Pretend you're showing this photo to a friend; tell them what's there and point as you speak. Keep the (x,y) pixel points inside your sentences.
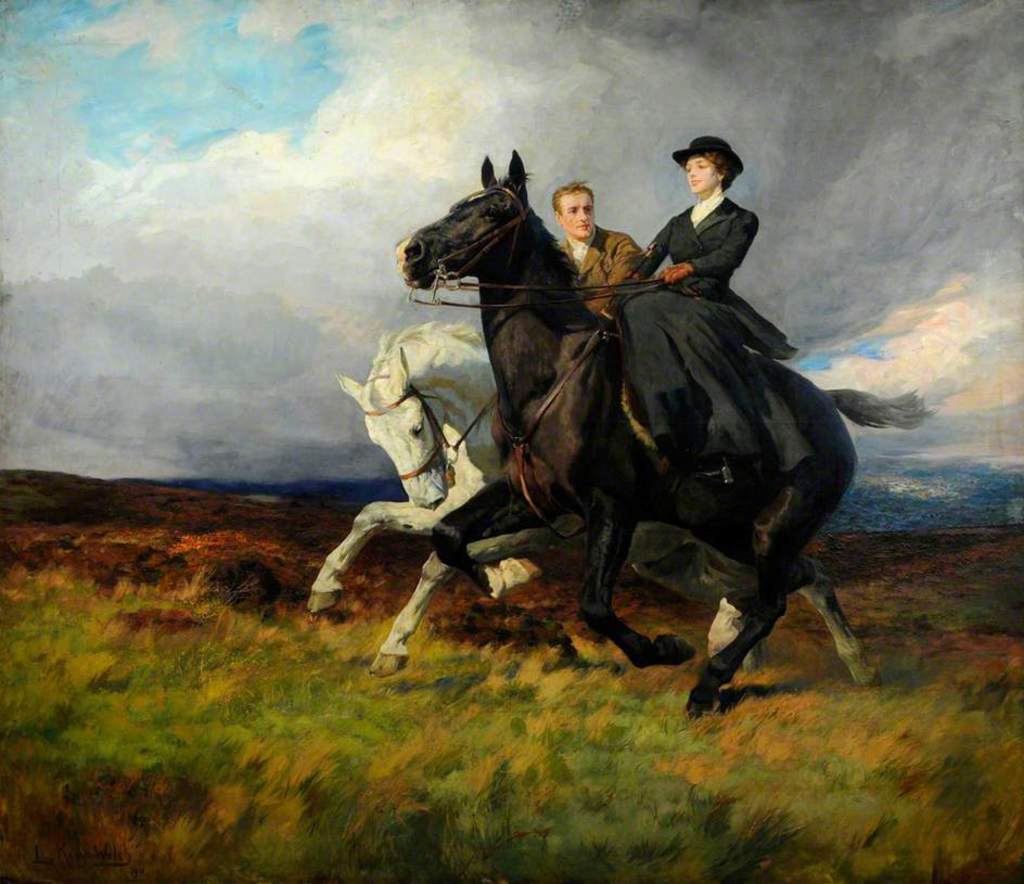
There is a women (682,346) with black dress (716,279) and with a black hat (729,144) sitting on a black horse (544,337) and there is a man (591,272) with brown color jacket (610,246) on white horse (427,397) which is behind the black horse (528,350) and in the bottom (583,739) there is a grass (649,796) and at the back (894,509) there is a water (911,493) and at the top (511,57) there is a sky (285,93) it is with full of clouds (442,112).
